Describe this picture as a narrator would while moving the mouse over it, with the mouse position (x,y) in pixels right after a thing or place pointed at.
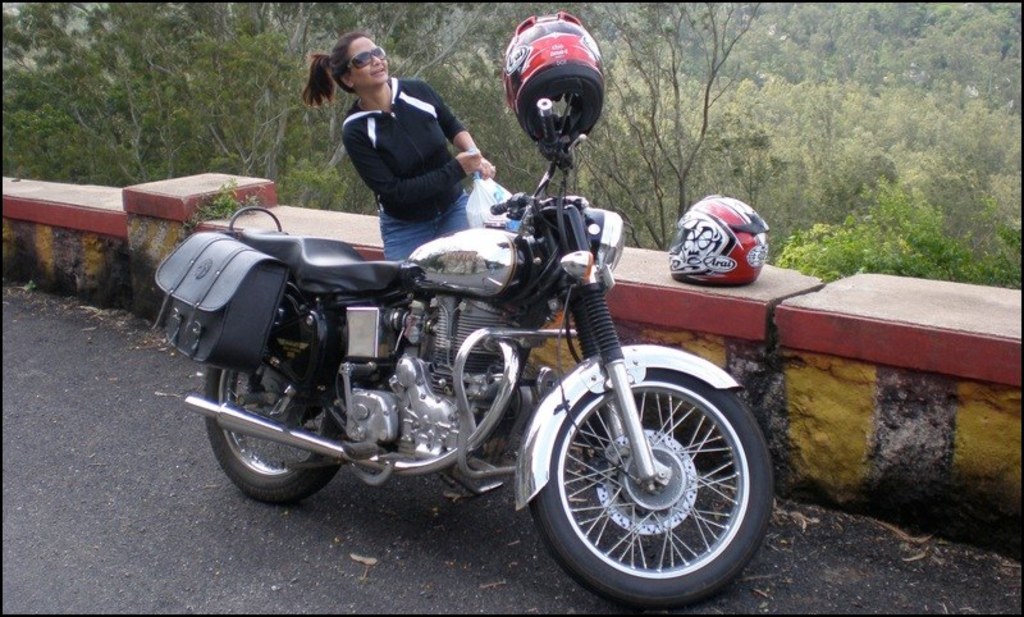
In this image we can see a woman (423,113), bike (406,421), bag (188,346), plastic cover (492,186), and helmets (584,65). There is a road (169,526) and a wall (103,288). In the background (849,69) we can see trees (726,119).
